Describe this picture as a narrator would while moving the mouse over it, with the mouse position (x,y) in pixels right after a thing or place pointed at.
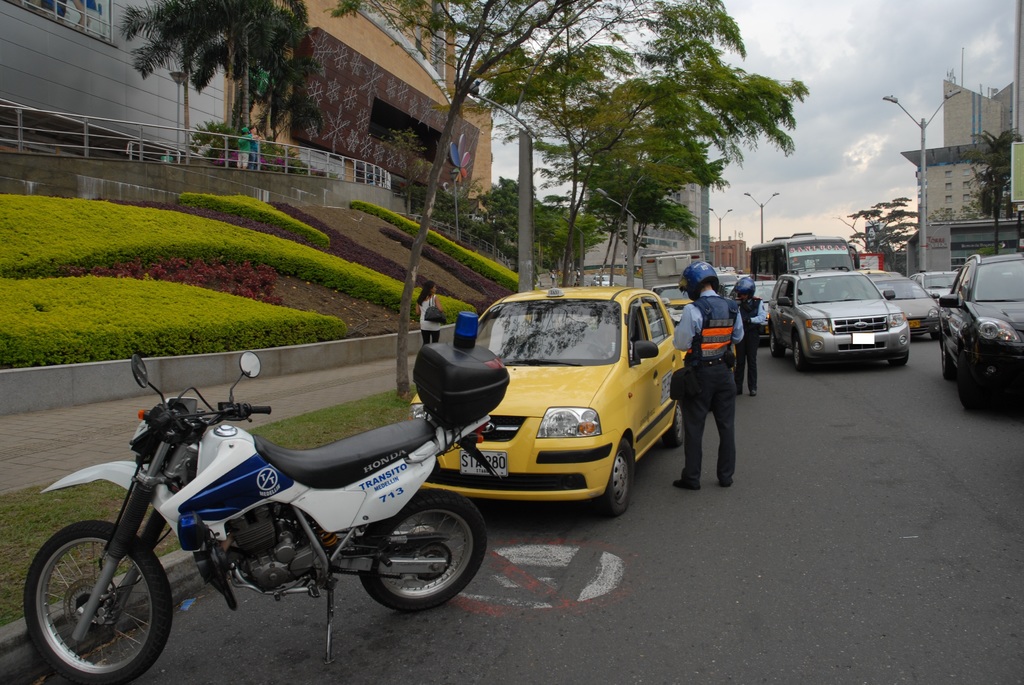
In this image I can see number of vehicles (613,358) and few people (732,318) are standing on the road (840,629). On the left side of this road (562,540) I can see few trees (535,111) and few buildings (46,120). In the background (801,193) I can see number of poles (720,230), street lights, clouds (843,100), the sky (863,107), few more trees (908,213) and few more buildings (1008,250).
